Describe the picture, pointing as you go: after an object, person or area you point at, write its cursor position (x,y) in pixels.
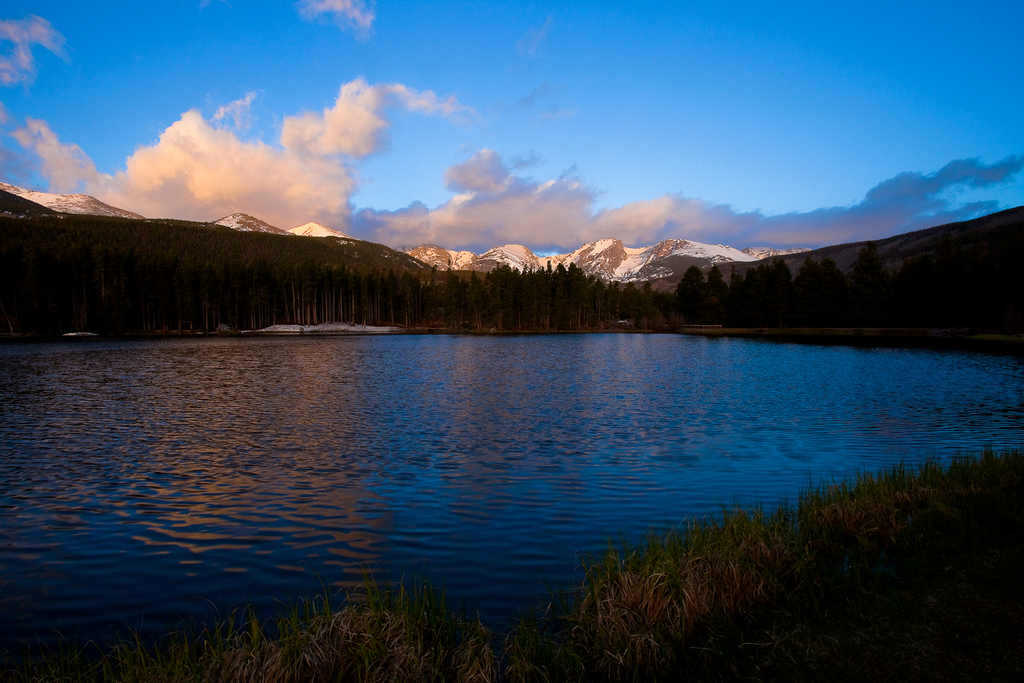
In this image we can see water (522,427), grass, trees (546,278) and mountains (620,275) in the background (618,268) and the sky (501,140) with clouds (490,162) on the top (566,150).
